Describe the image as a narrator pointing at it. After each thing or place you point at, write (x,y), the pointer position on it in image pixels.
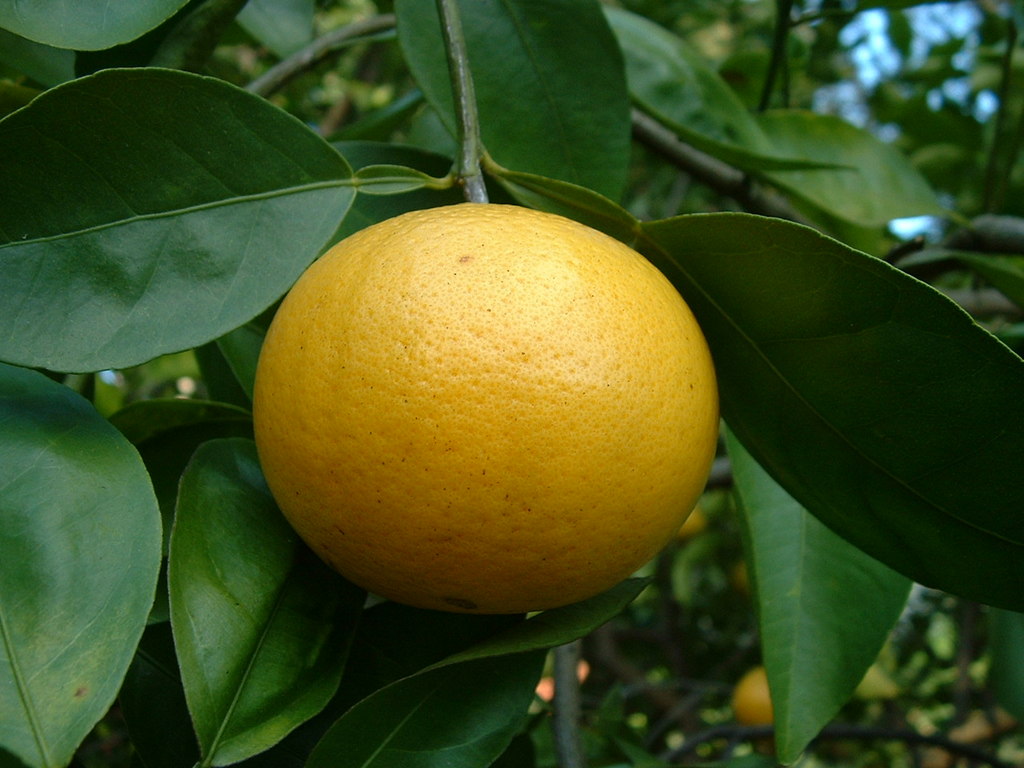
This picture shows few oranges (589,429) to the trees (145,636).
